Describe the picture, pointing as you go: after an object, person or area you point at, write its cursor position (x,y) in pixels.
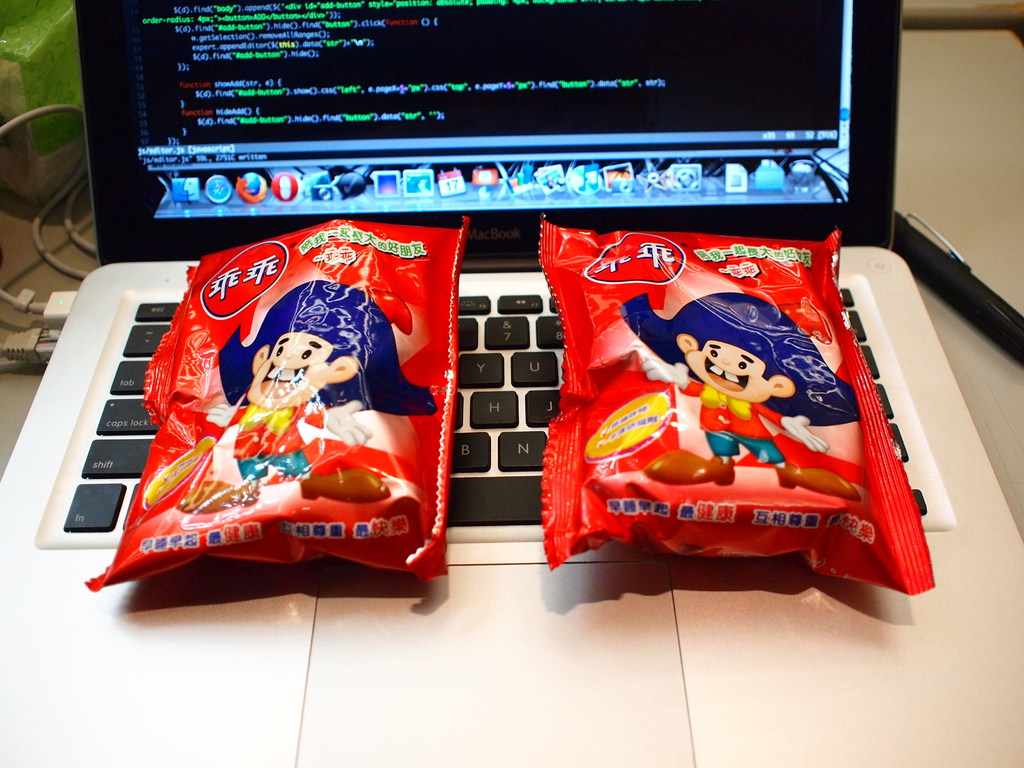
In the center of the image (504,350) a laptop (79,367) is present. On laptop (526,365) we can see two packets (787,453) are there. On the left side of the image (54,302) wires (31,341) are present.
